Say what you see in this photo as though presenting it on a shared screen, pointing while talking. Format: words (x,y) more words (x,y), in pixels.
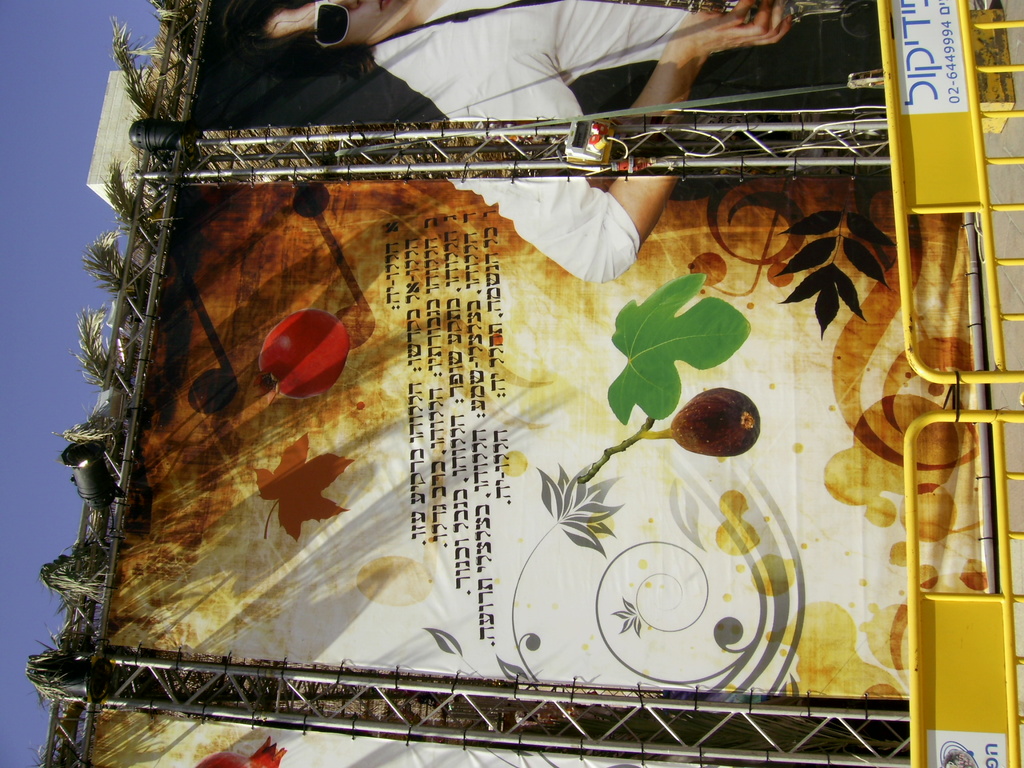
In this image at front (920,663) there are metal grills (981,161). At the back side (697,360) there is a banner (391,277) and at the background (82,295) there is sky (63,403).
